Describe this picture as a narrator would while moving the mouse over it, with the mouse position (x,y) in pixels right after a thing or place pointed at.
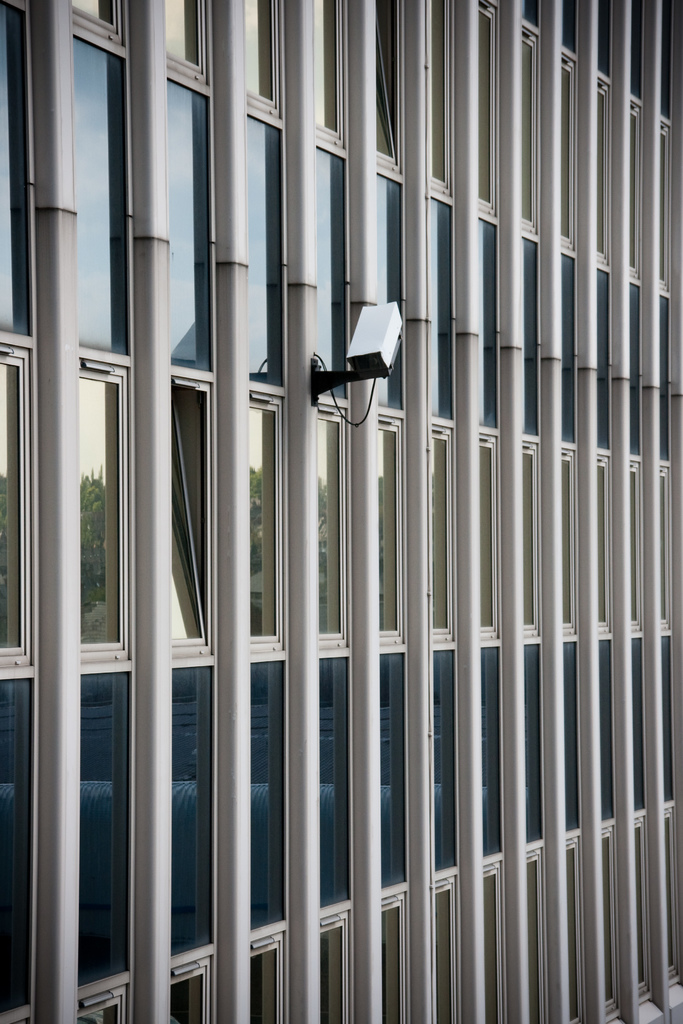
In this image I can see a building (550,674), glass windows (186,533) and camera (374,315). I can see the reflection (102,475) of the trees (102,475) and sky (97,409).
